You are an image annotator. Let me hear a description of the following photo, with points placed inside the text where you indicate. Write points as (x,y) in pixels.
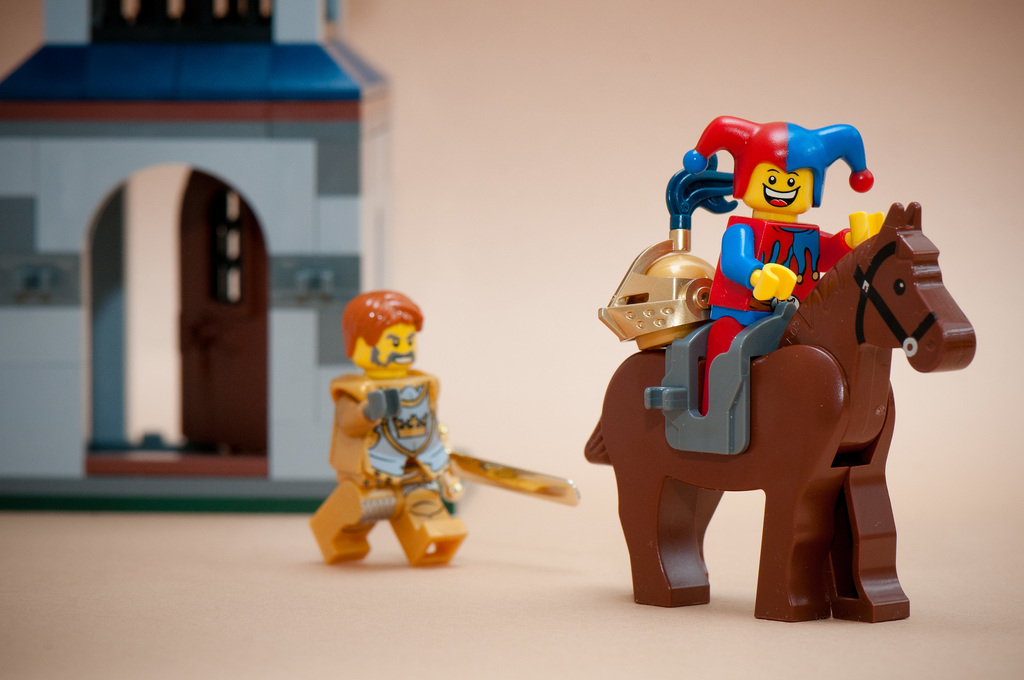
In this picture there is a toy (814,245) sitting on a horse toy (828,359) and there is another toy (433,397) behind it and there is some other object (209,205) in the background (217,208).
